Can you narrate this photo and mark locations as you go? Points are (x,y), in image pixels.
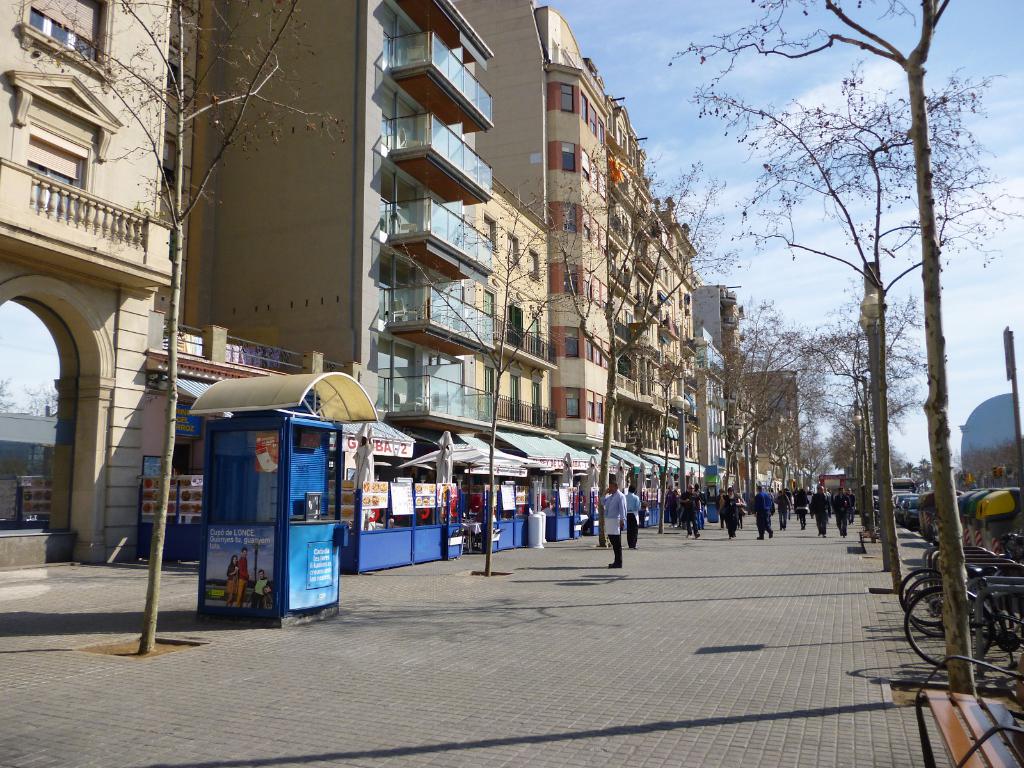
In this image I can see number of trees (934,347), buildings (448,363), stalls (382,444), a blue colour booth (300,464) over here, few bicycles (902,599) and I can see number of people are standing. I can also see something is written over here. In the background (677,56) I can see clouds (746,189) and the sky (793,129).
